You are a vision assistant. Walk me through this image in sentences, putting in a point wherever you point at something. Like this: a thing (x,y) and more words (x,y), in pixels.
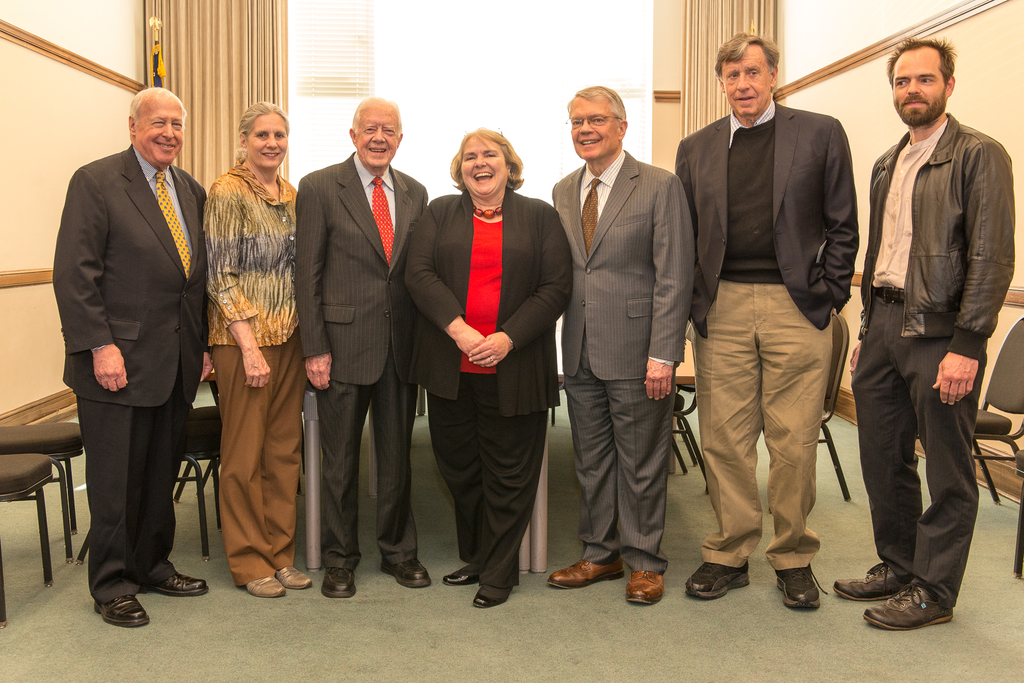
This picture is clicked inside the room (886,128). In the center (479,293) we can see the group of persons (648,173) standing on the ground (682,506) and we can see the chairs (42,516) and tables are placed on the ground (571,601), the ground (570,620) is covered with the floor mat (358,624). In the background (353,101) we can see the window (555,75), wall (671,31) and the curtains (205,21).
